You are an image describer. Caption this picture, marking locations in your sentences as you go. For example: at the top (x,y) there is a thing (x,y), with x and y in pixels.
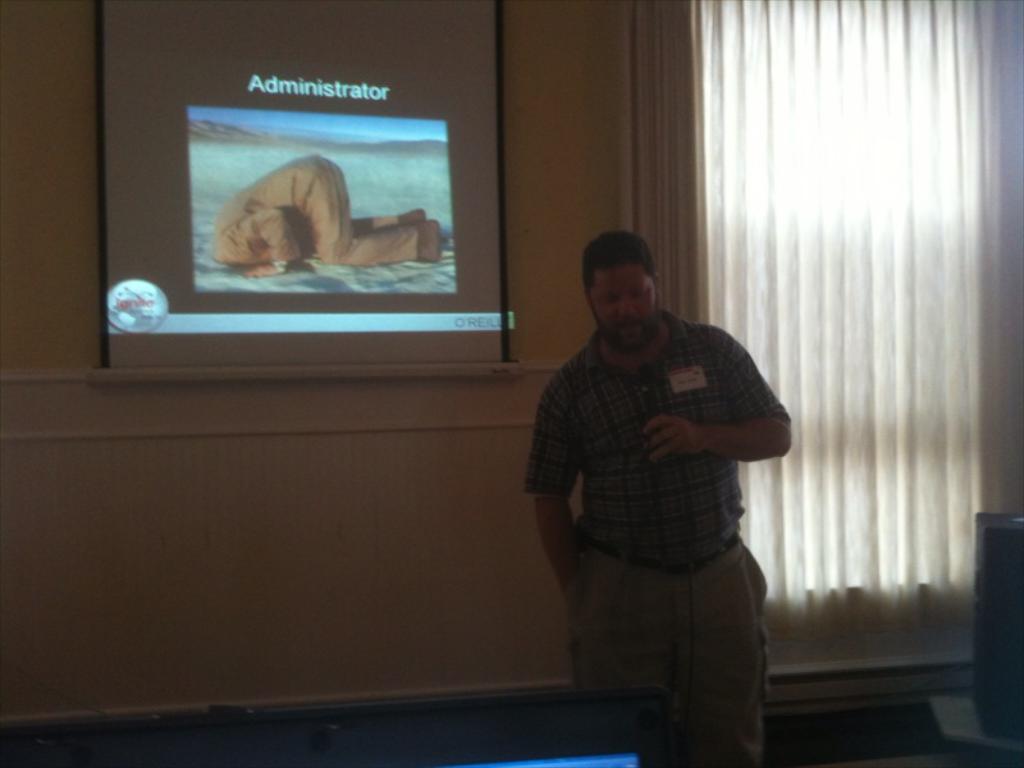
In the image we can see a man (673,495) standing, wearing clothes (658,490) and holding a microphone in his hand (651,431). Behind him there is a projected screen (335,200) and curtain (865,309) of the window (865,334).
